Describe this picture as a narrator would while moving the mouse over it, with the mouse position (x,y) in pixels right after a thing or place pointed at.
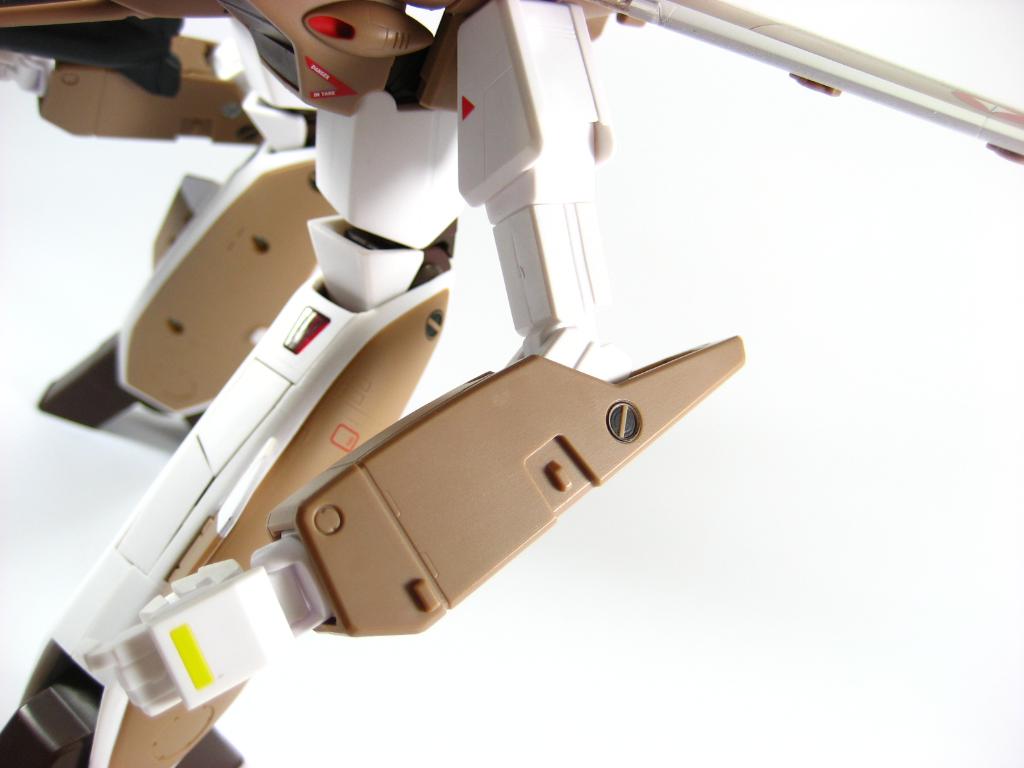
In this image I can see a robot toy (528,468) on a white surface (718,446). This image looks like a robot toy (699,356).
